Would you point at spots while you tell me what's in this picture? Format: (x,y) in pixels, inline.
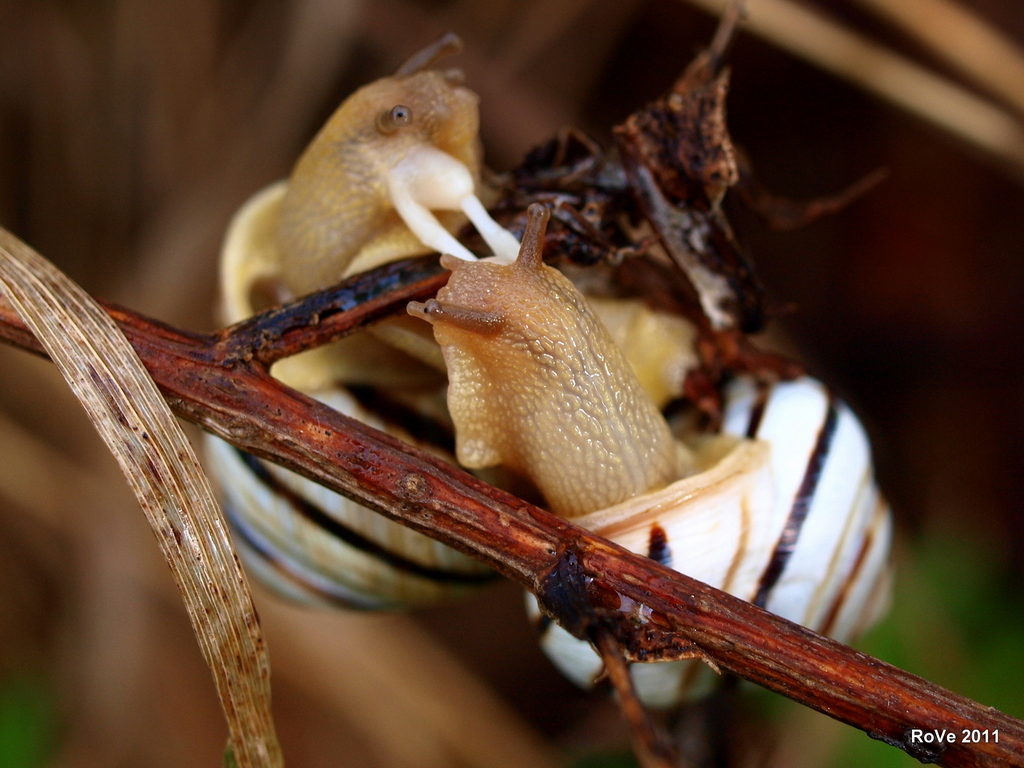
In this image, in the middle (459,292), we can see snail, tree stem (938,693). In the background (2,451), we can see a black color.
